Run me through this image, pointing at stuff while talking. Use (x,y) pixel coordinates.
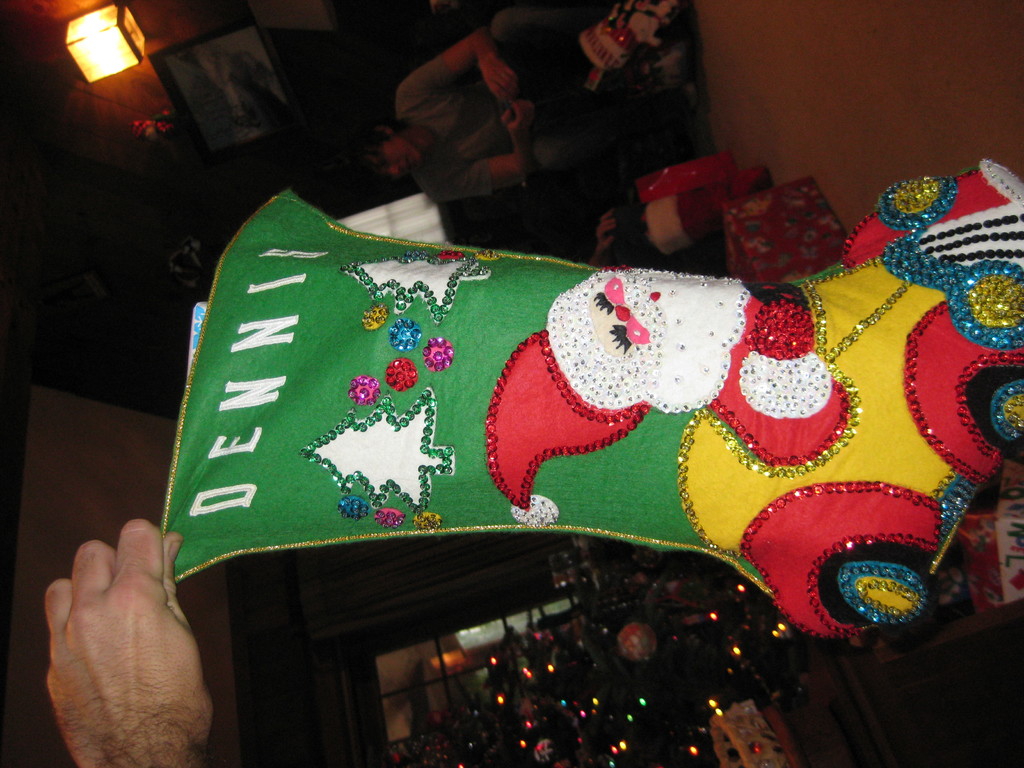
As we can see in the image there is a light (135,33), wall (377,117) and few people (445,141) here and there. Here there is a Christmas tree (601,685) and lights (642,703).
